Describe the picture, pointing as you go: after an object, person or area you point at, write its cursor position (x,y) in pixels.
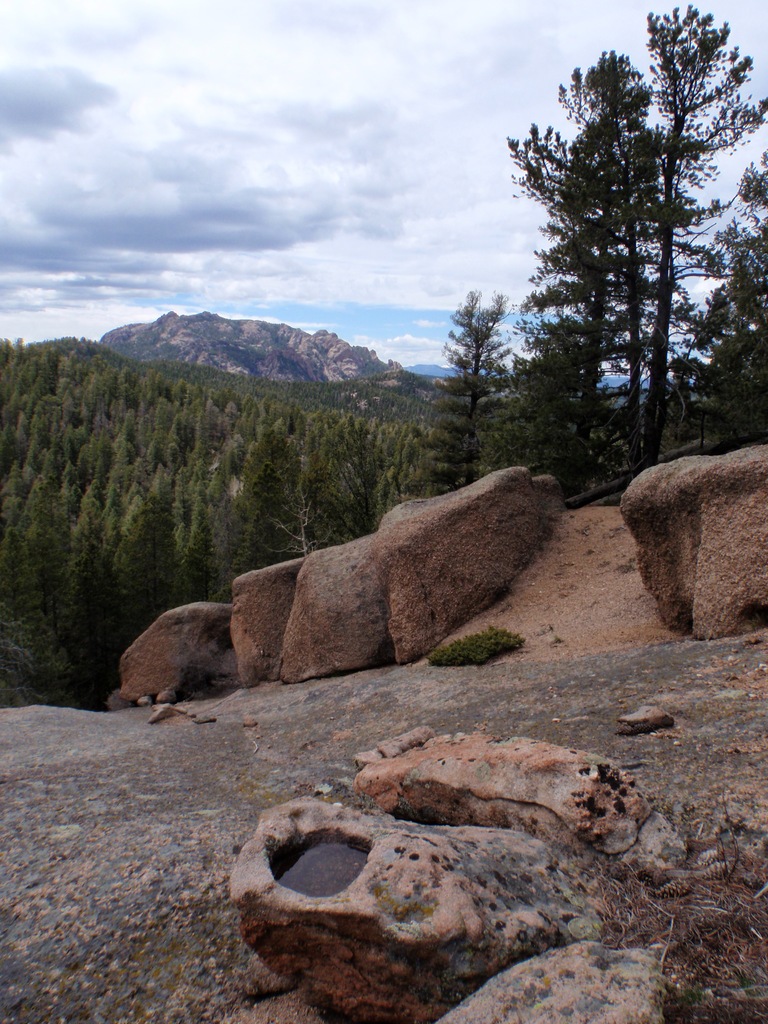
This picture shows few trees (405,381) and a hill (337,345) and we see a cloudy sky (313,257) and few rocks (512,517).
